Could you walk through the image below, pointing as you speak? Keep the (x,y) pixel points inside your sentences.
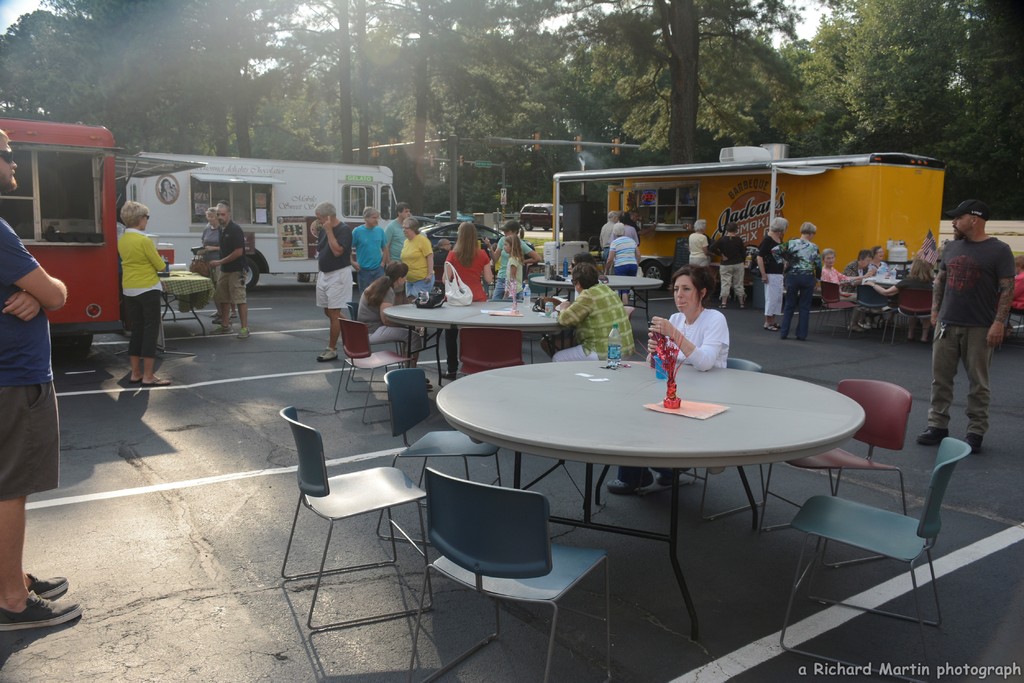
There are so much of crowd (374,305) standing on a road (989,484) and three food trucks (358,192) along with tables (576,521) and chairs (1017,333). on the other side there are lot of trees (1013,132).
